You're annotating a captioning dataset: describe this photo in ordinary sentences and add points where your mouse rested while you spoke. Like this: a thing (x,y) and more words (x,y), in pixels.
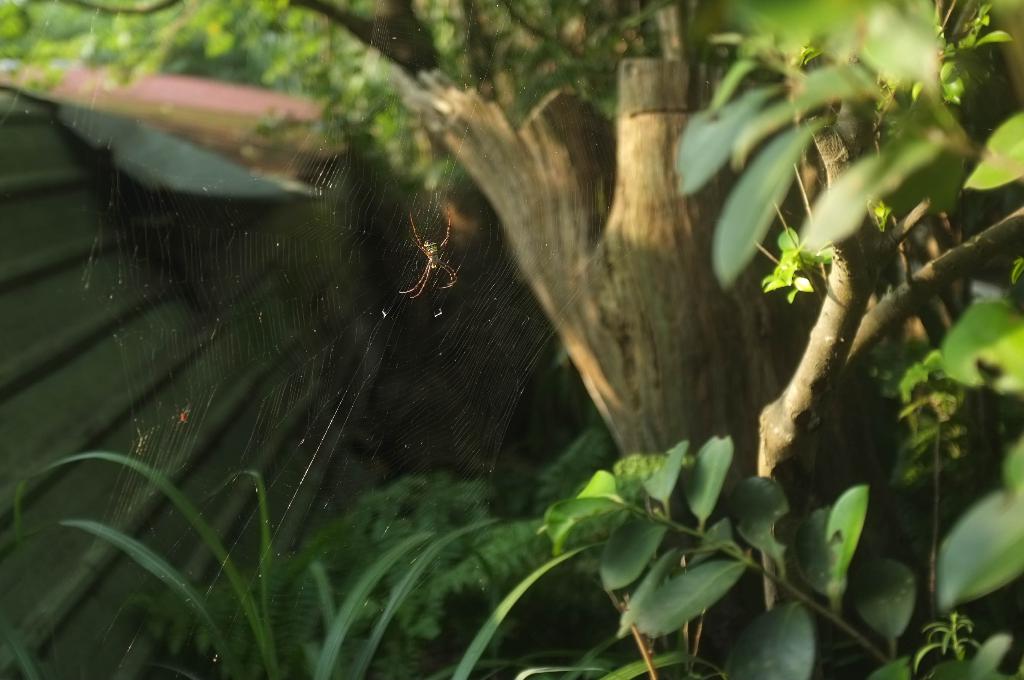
In this image I can see a spider (434,262), spider web (277,276) and few green leaves (641,534). Back I can see few trees (443,104).
